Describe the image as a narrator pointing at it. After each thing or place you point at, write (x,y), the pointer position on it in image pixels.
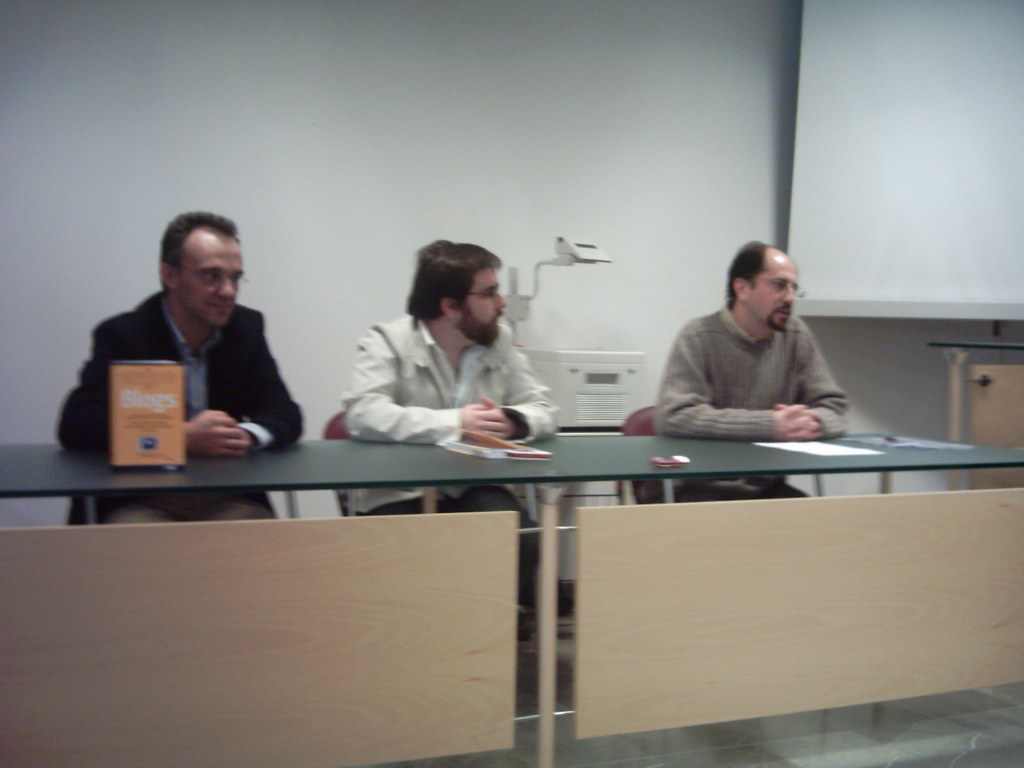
There are three person (432,356) sitting. In front of them there is a table (751,451). On the table (916,462) there are some papers (493,442) and a box (160,395). On the background (382,122) there is a wall (654,120). On the wall (586,237) there is an equipment (564,258) kept. Below that there is another machine (597,388). There is a wooden wall (462,555) for the table (611,467).
